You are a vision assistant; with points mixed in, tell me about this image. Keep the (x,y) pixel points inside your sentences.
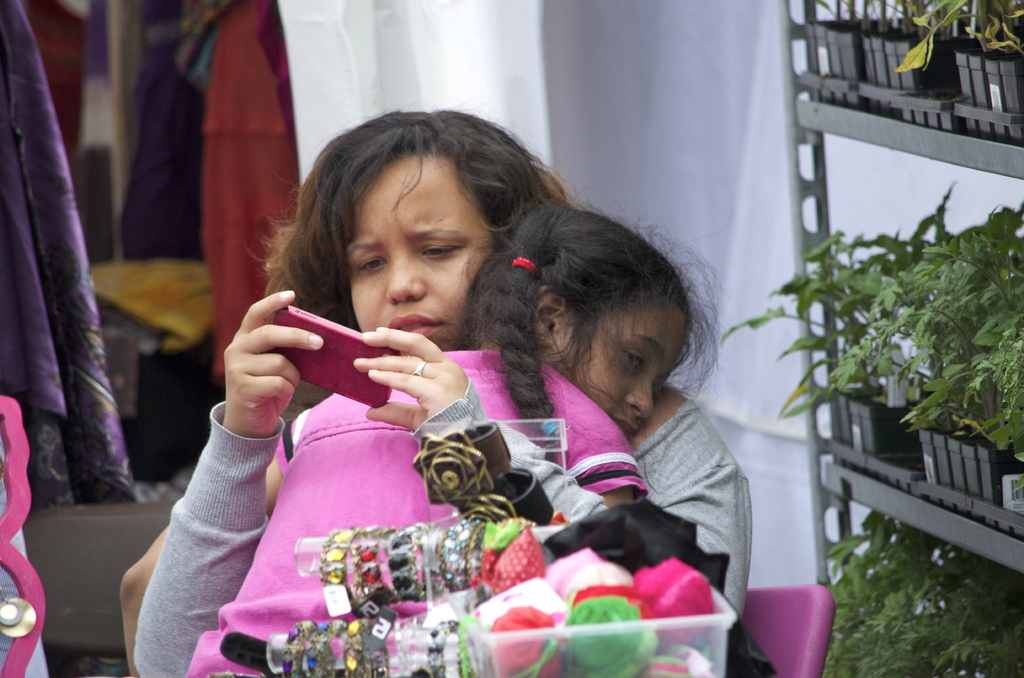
There is a lady (417,324) holding a girl (315,479) and a mobile (349,361). In front of them there are ornaments (360,623). On the right side (807,417) there are pots (914,439) with plants (937,242) on racks (895,142). In the back (173,152) there are clothes (100,91).
